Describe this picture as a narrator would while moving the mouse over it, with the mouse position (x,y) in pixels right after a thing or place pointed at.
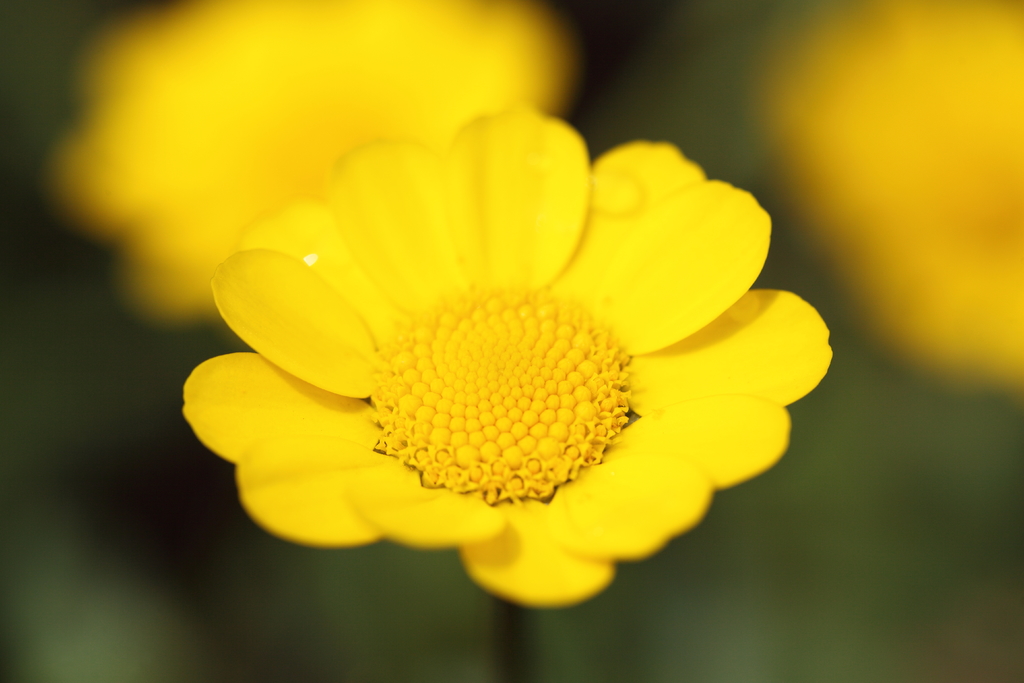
In this picture we can see flowers (886,55) and in the background (192,451) it is blurry.
